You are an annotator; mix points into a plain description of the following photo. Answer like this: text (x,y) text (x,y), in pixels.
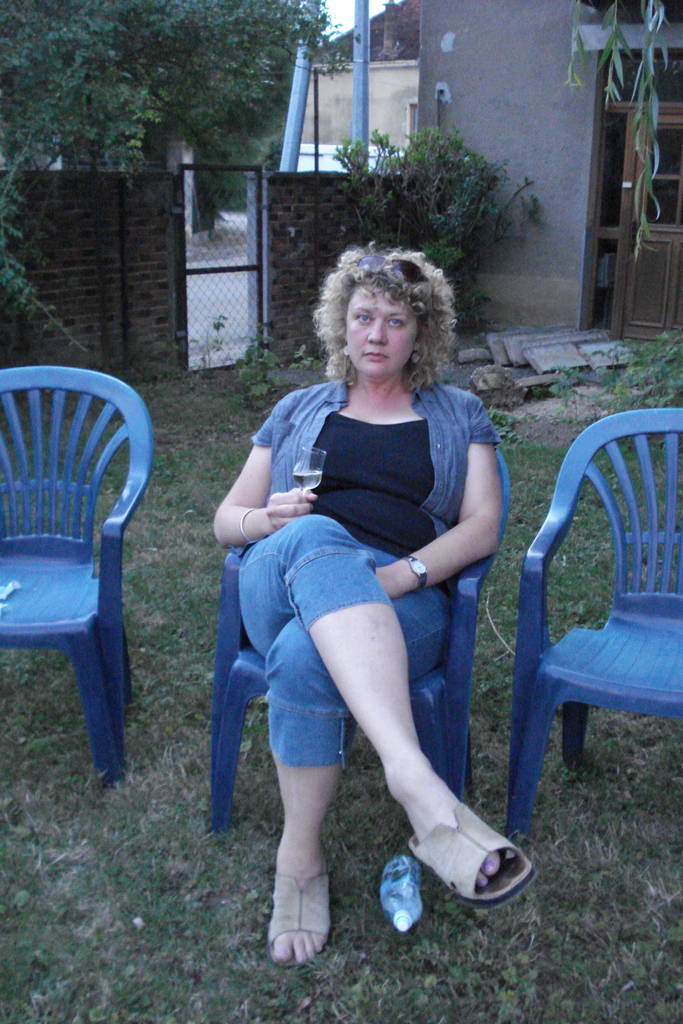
In the center of the image (386,617) we can see a lady (402,530) sitting and holding a glass (320,485). There are chairs (634,617). In the background (479,150) there is a shed (559,156), door (602,246), wall (507,239), gate (208,209), trees (178,62), pole (360,101) and sky (337,11). At the bottom (214,968) there is grass (412,951) and a bottle (398,917).
